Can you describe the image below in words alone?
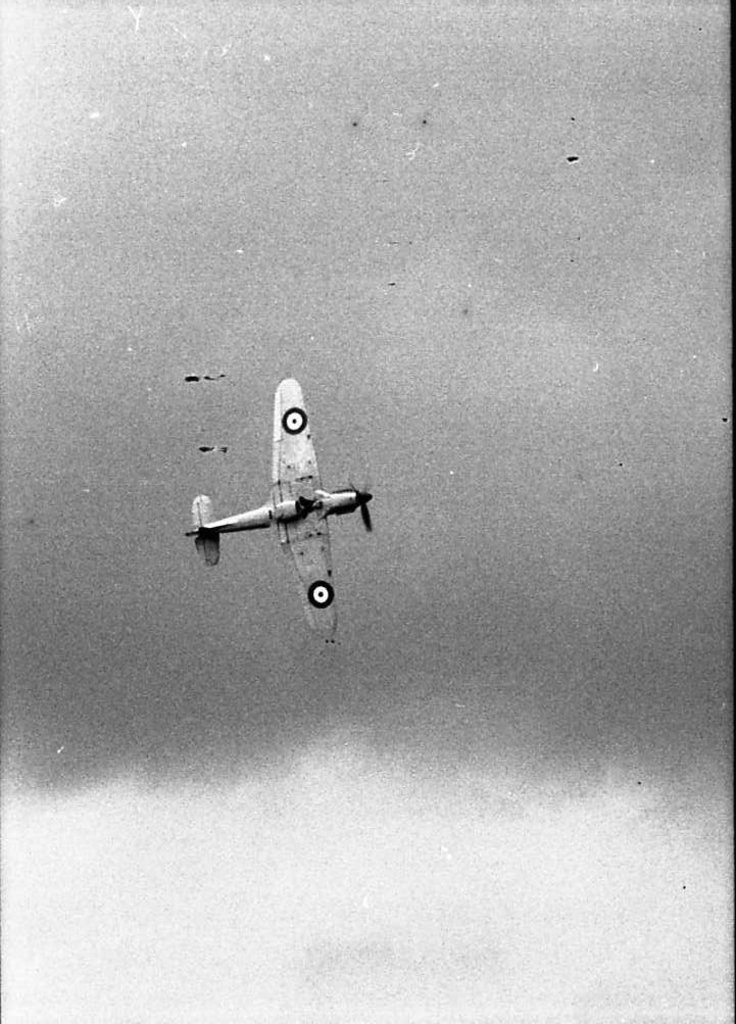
This picture is in black and white. In the center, there is a plane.
